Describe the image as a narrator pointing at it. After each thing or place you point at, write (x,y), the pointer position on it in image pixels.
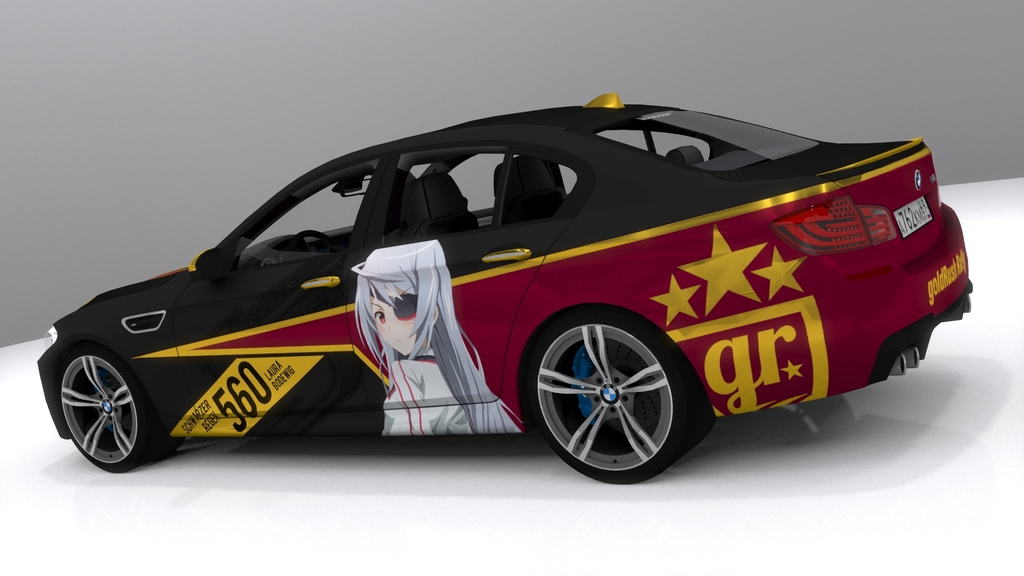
In this image we can see there is a car (435,361).
